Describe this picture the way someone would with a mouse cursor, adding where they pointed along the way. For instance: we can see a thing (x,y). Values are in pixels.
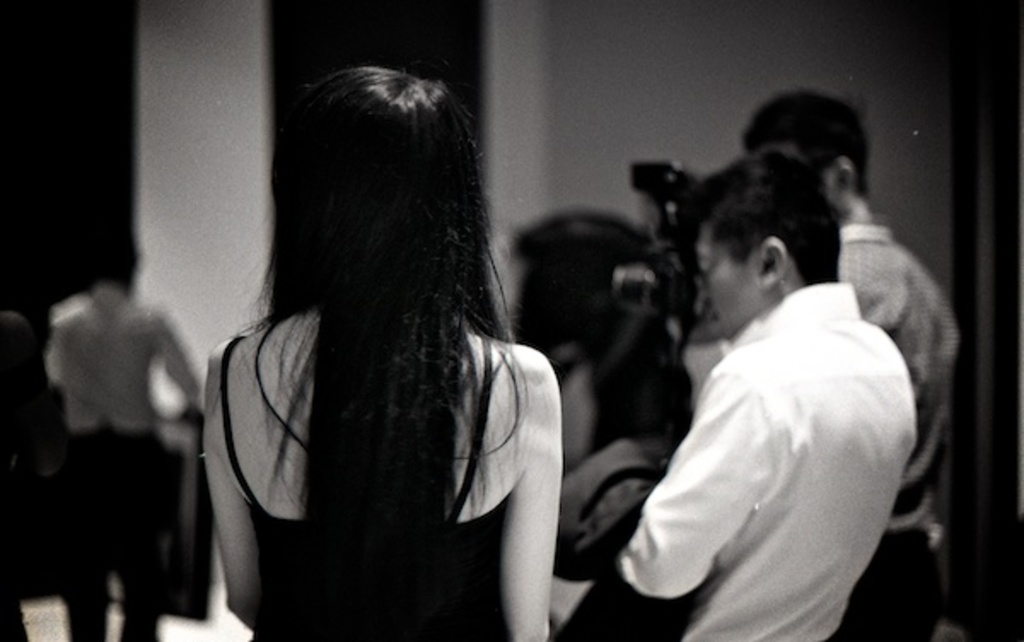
This is a black and white image. There are some persons (536,343) in the middle (632,353). One of them is clicking the pictures. There is a woman (415,333) in the middle (403,326).
